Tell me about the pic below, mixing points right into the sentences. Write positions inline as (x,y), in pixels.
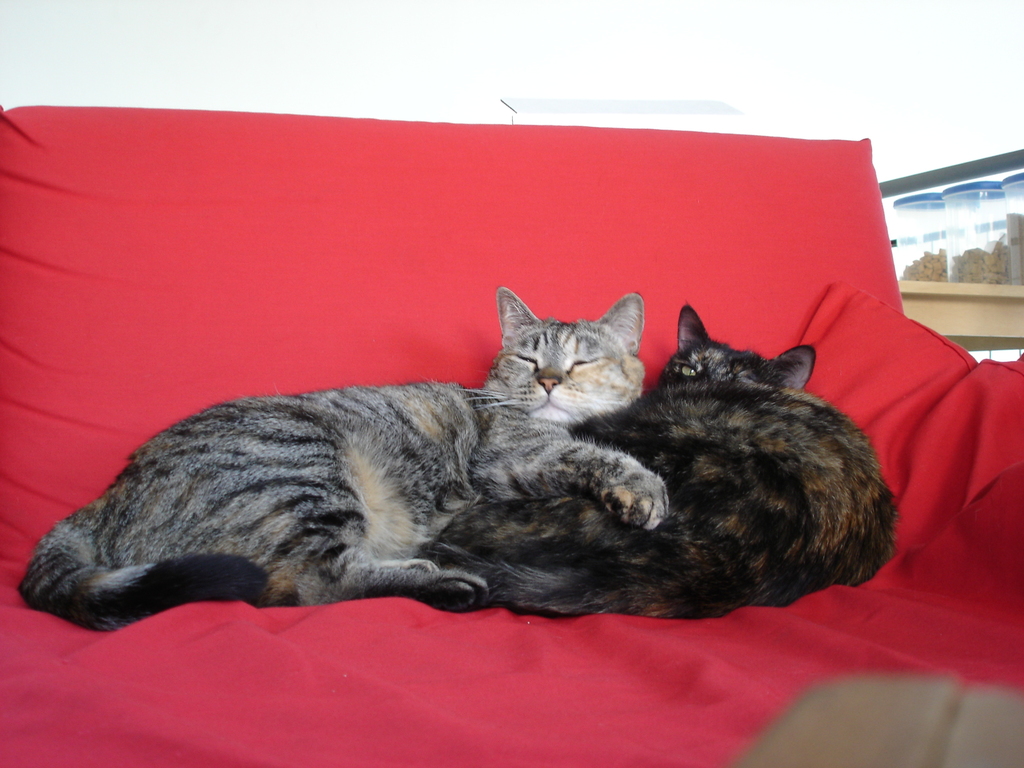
In this image I can see there are two cats (515,319) sitting on bed (500,692) and I can see red color cloth (279,288) visible on the bed (308,260).
